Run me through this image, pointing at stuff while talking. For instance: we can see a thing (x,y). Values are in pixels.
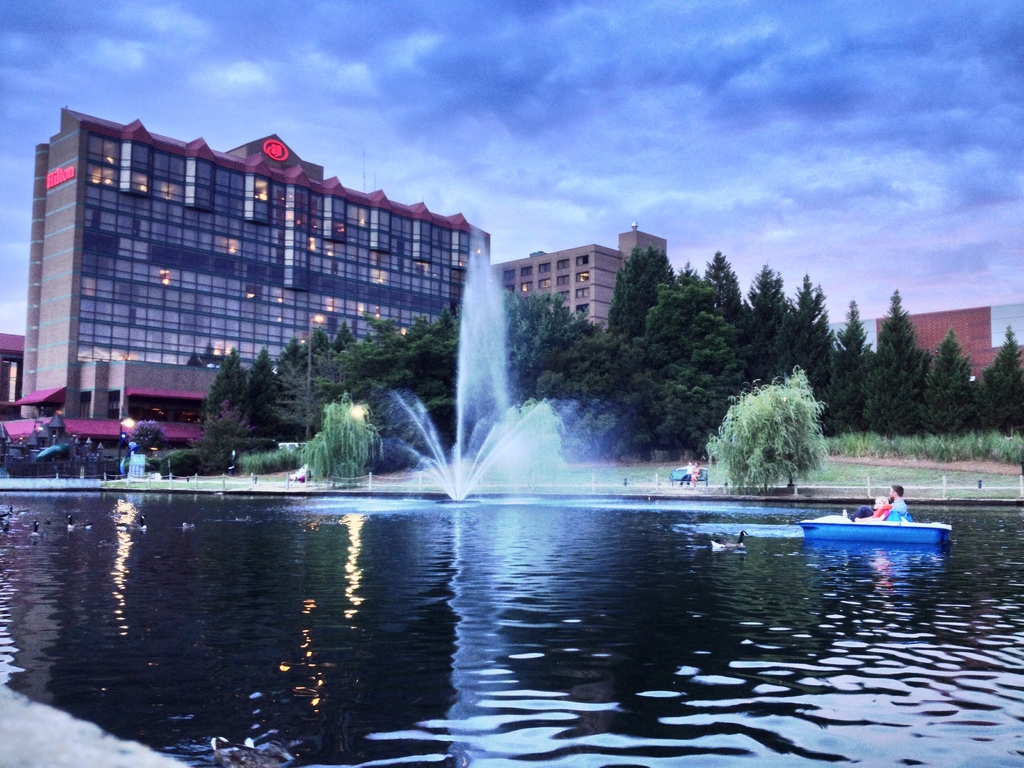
As we can see in the image there is water (274,627), plants (756,449), boat (833,538), ducks (729,544), bench (705,472), trees (671,426) and building (154,284). In boat (908,534) there's a person (874,512) sitting. On the top (539,80) there is sky (609,90) and clouds (548,82).
